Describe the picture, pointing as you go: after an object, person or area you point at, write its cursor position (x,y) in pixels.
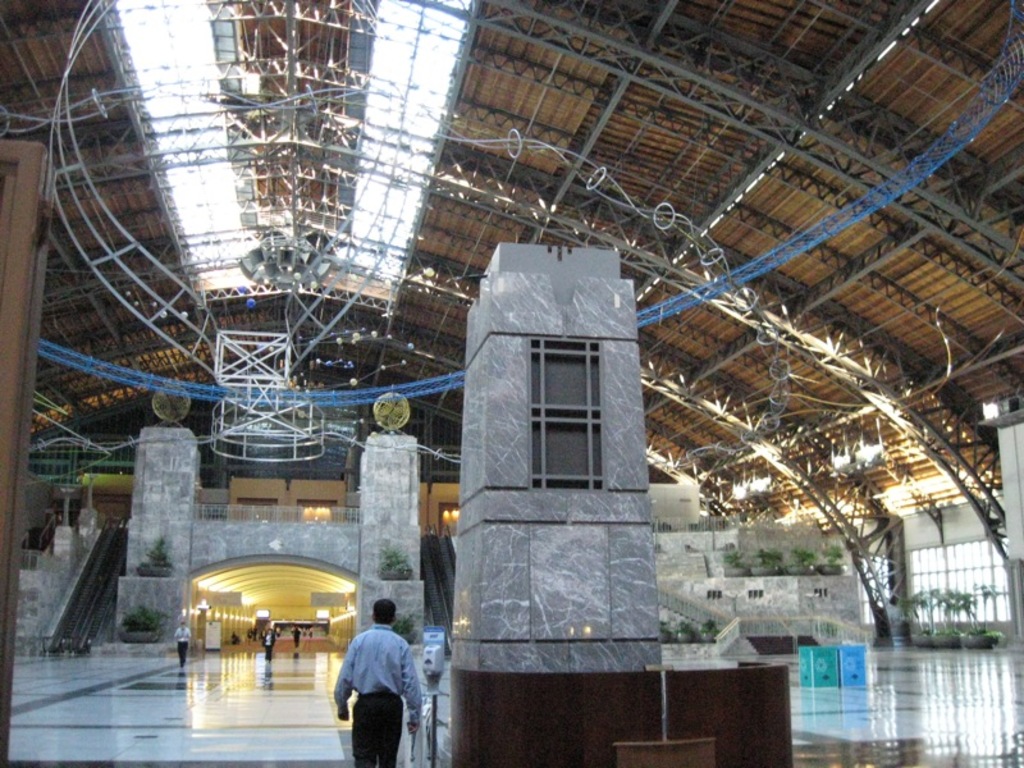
In the foreground of the image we can see some persons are walking. In the middle of the image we can see steps (92,571) and plants (140,613). On the top of the image (514,190) we can see a roof (446,88).
